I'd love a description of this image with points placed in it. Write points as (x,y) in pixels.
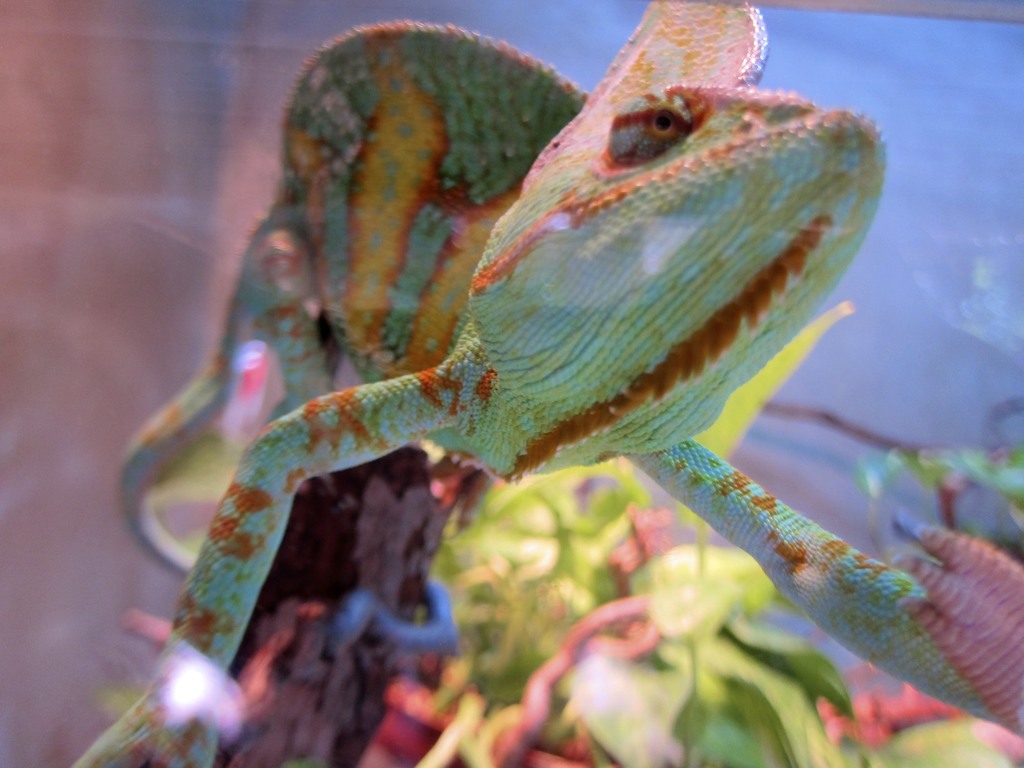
Here, we can see an animal (355,231).
